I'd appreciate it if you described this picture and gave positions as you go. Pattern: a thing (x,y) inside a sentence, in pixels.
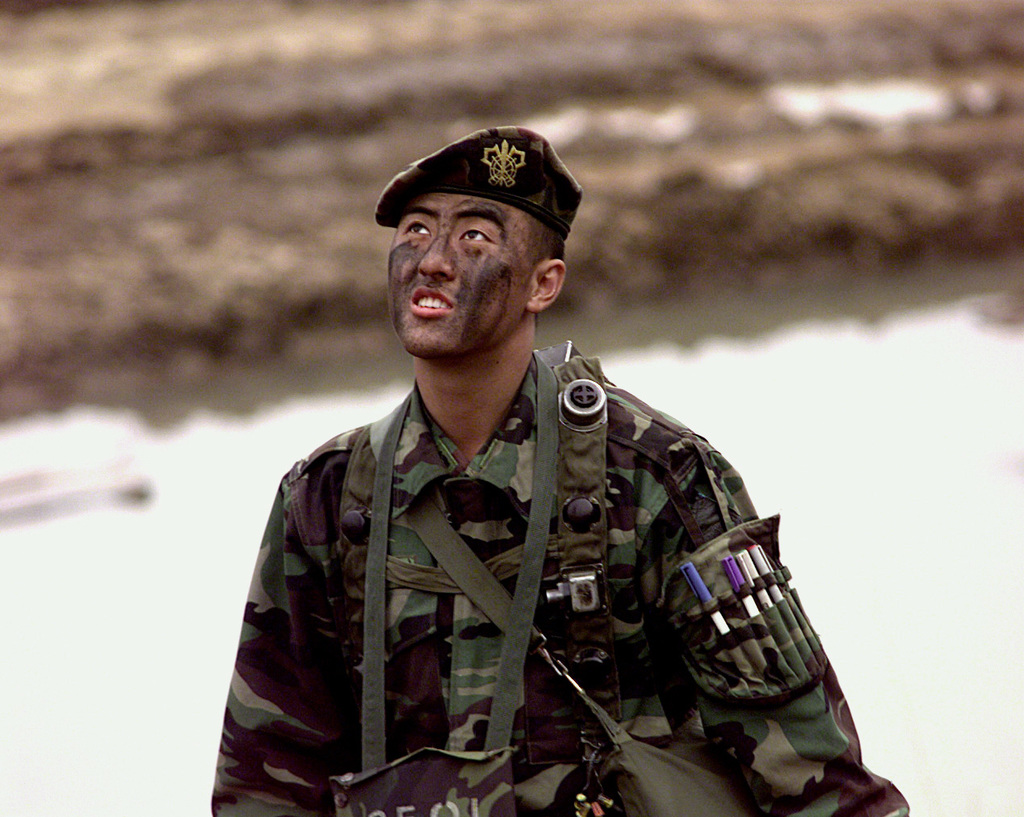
In this image there is a person (394,596) wearing a uniform (457,622) having few pens (704,595). He is carrying bags (506,768). He is wearing a bag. Background (931,715) is blurry.
